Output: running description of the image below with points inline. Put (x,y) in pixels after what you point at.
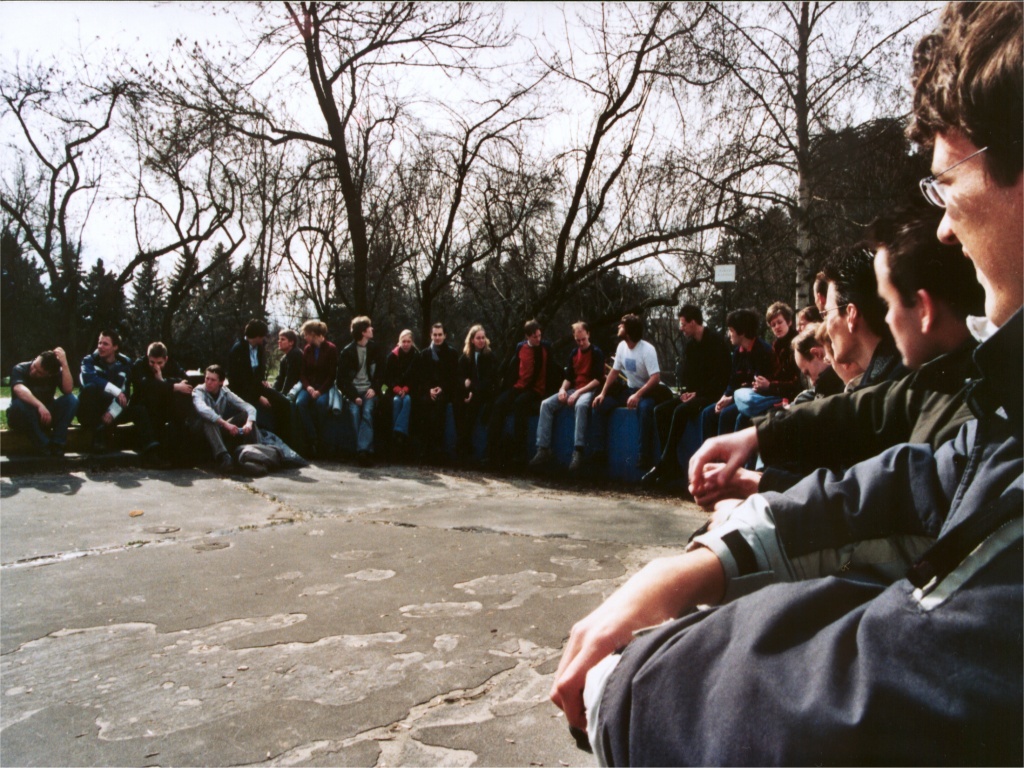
In this image I can see many people (965,205) are sitting in a circular way and at the back (396,111) there are many trees (620,106) and in the background (845,105) there is the sky (389,95).
